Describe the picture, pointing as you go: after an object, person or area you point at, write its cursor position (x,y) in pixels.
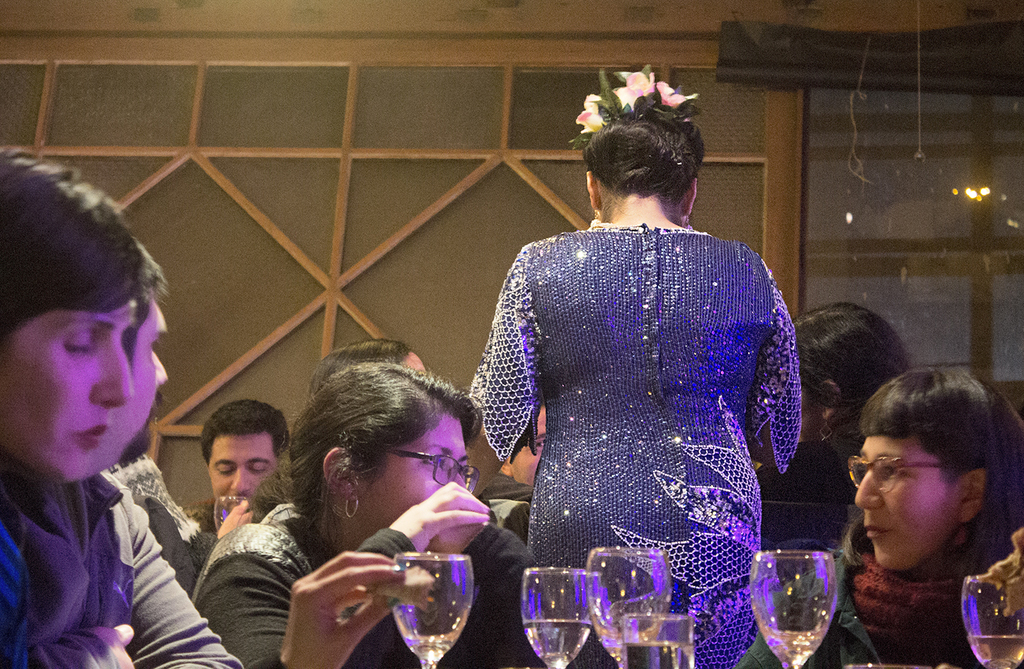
This picture describes about group of people (508,459), few people (537,460) are seated and a woman (575,466) is standing, in front of them we can see few glasses (423,618).
